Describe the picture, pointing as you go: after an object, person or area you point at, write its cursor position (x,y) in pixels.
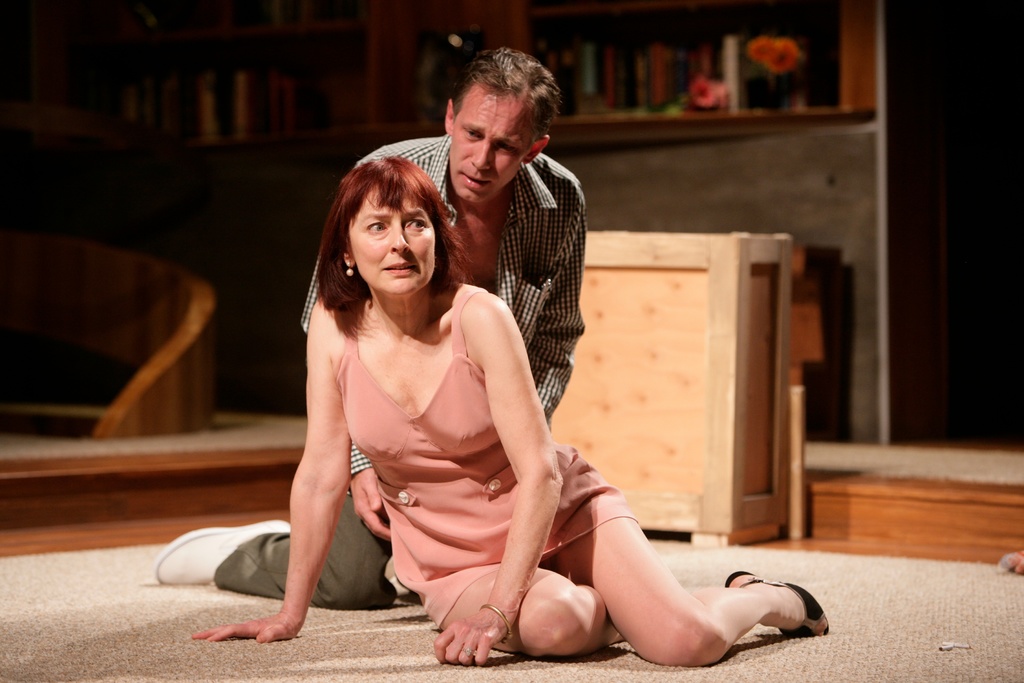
This is a woman (486,449) sitting on the floor (450,682) and the man (364,521) sitting on his knees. I think this is the carpet (880,573) on the floor (912,550). This looks like a wooden object (693,285). In the background (702,64), I think these are the shelves (373,90) with the books (588,69) and few other objects (775,73) in it.
